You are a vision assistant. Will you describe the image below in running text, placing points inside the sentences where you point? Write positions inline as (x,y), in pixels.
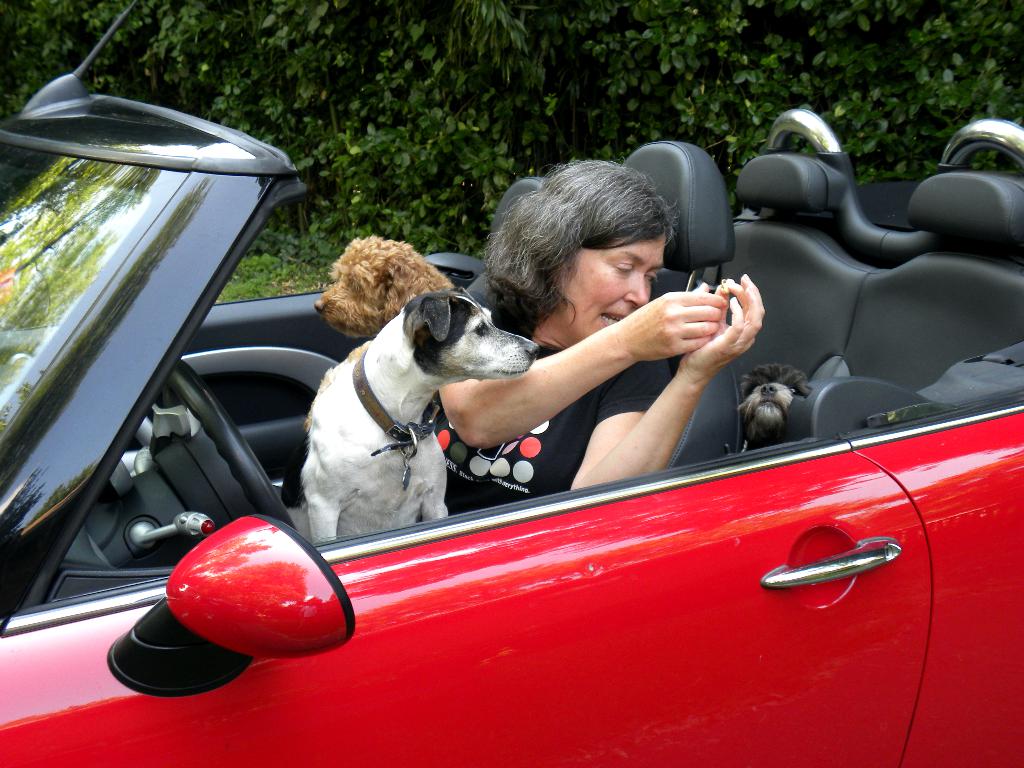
This is a picture of a car (134,135). In the car (134,135) there is a woman (555,385) sitting. And in the car (797,403) there are three dogs (746,423). The car (660,650) is red in color. In the background (669,115) there are trees (422,118).
